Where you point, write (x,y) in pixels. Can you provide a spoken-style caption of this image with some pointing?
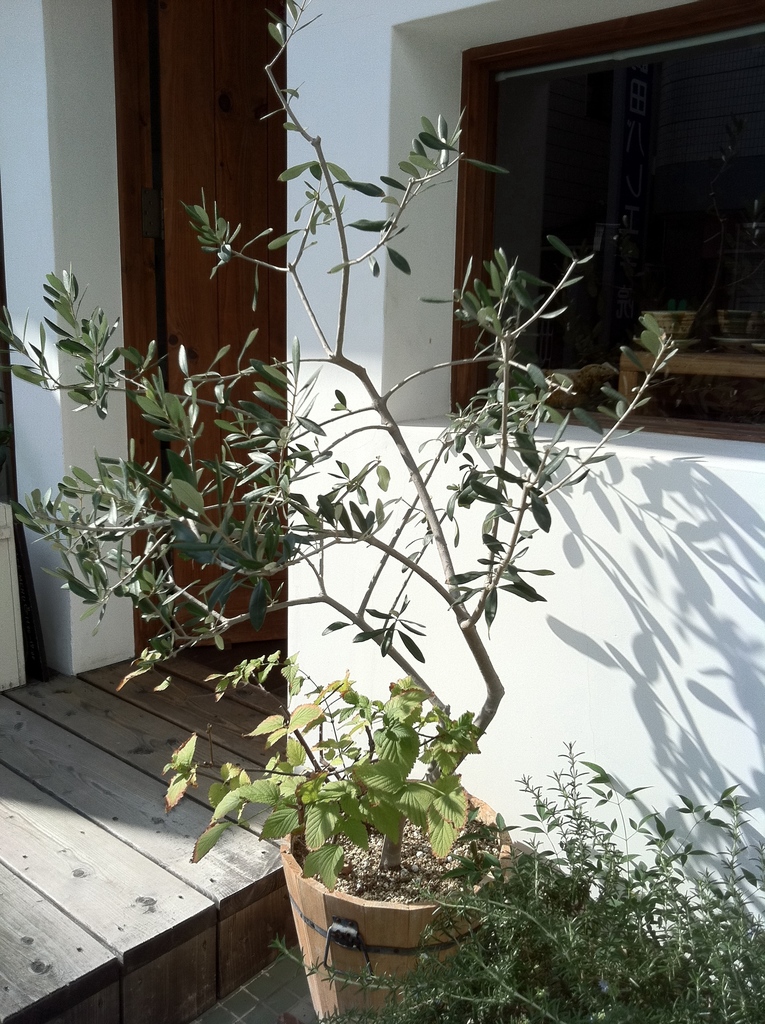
In this picture there is a building (27,49). There is a shadow (654,648) on the wall (659,786). In the foreground (447,933) there are plants (206,599). At the back (692,188) there is a door (139,56) and window (578,389). At the bottom (114,848) there is a wooden floor (104,818).
